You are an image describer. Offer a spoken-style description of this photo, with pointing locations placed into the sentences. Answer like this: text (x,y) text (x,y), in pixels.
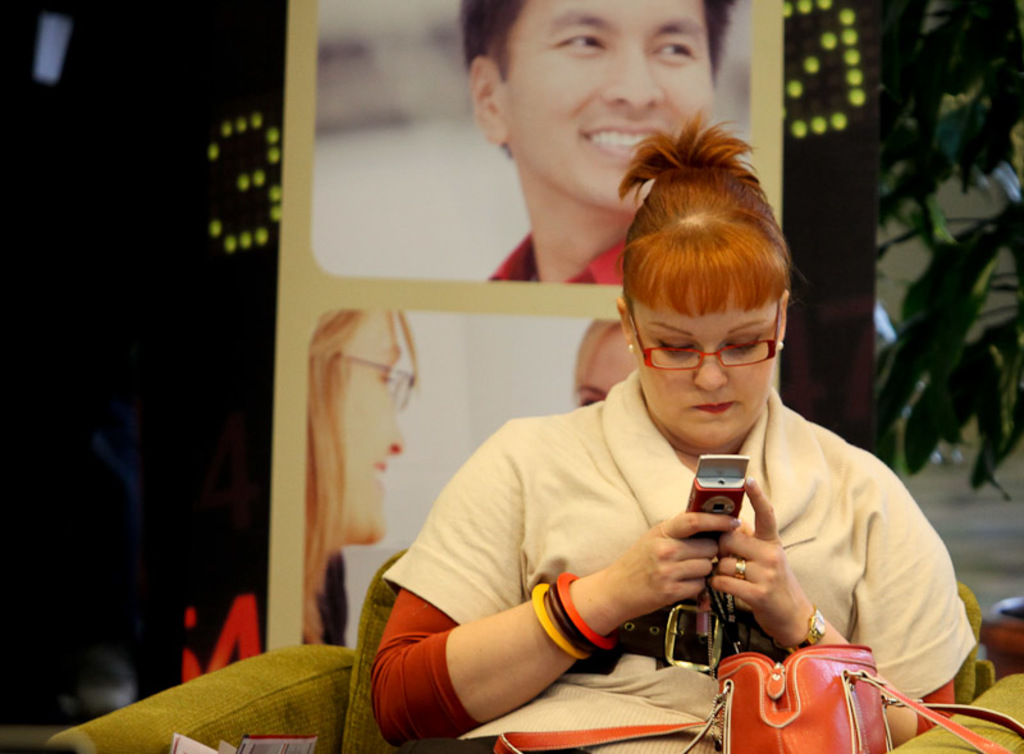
In this picture we can see a woman (516,433) wore a spectacle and holding a mobile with her hands (689,514) and sitting on a chair (159,709), bag (826,717), bangles (540,587) and at the back of her we can see photos (568,281), plant (940,74), screen (251,126) and some objects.
